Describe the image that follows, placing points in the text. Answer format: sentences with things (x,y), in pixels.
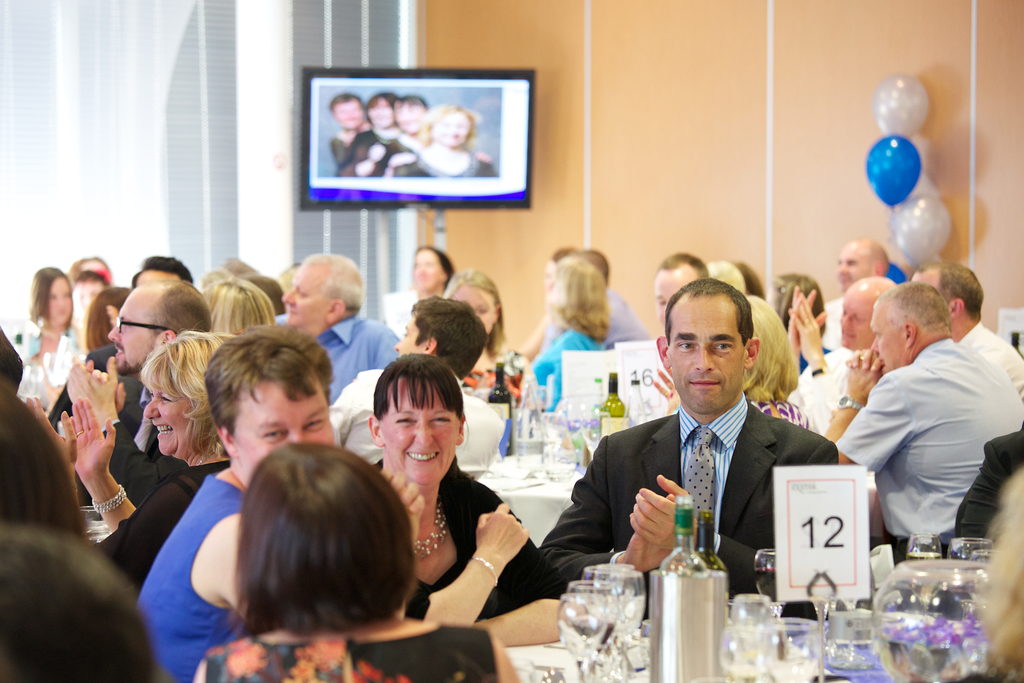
People (127,336) are sitting in groups (723,356) at tables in a party.
